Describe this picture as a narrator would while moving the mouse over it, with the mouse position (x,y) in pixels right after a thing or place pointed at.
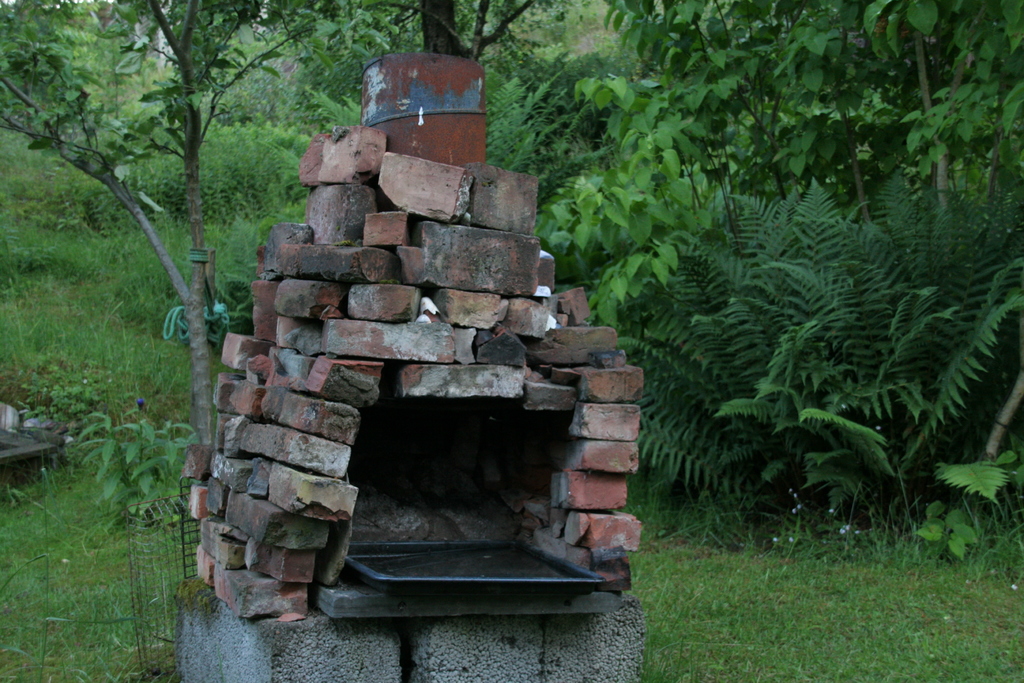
In this image there is a large utepeis (356,315) made up of bricks (367,327), and in the background (778,558) there is grass (829,551), plants (491,161), trees (705,30).
